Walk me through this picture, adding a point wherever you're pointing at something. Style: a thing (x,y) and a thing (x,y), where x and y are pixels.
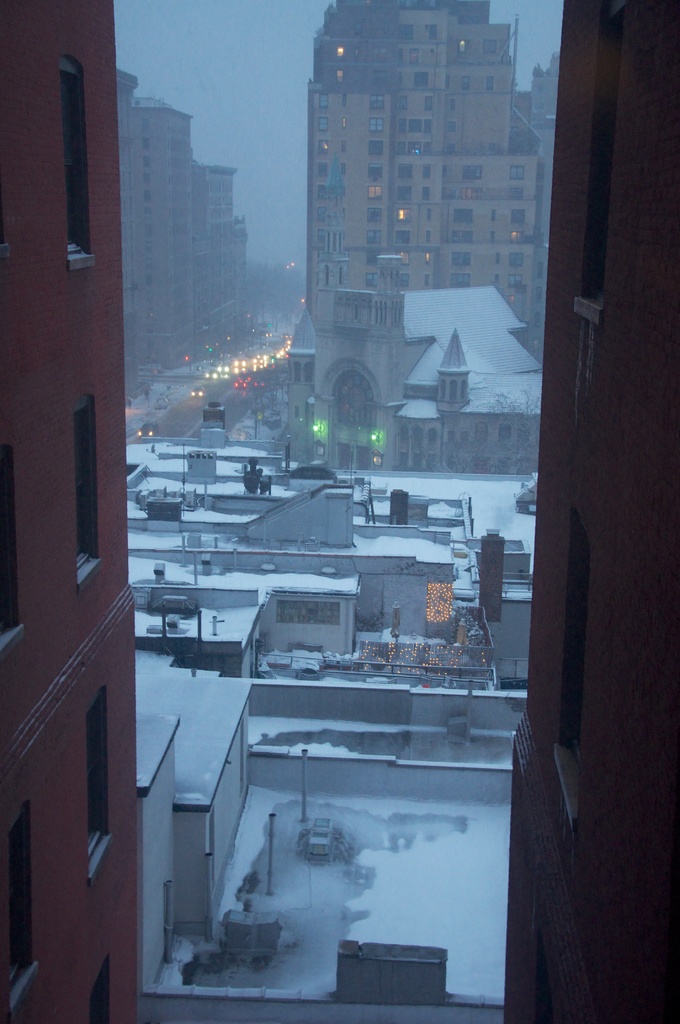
In this picture there are few buildings (374,427) covered with snow (306,660) and there are few vehicles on the road (213,381).
